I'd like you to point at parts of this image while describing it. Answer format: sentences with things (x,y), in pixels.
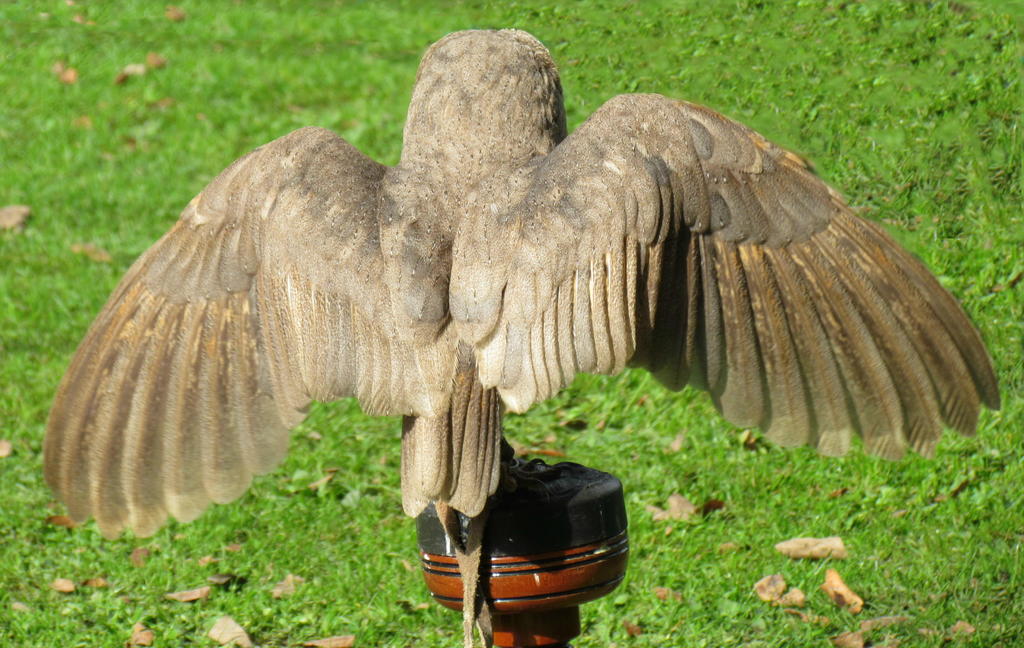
There is a bird (458,332) standing on this black color pole (508,538) on the ground (177,595). The bird (226,271) is in cream color. There are some dried leaves (675,510) on the ground (23,459). We can observe some grass (715,71) here.
